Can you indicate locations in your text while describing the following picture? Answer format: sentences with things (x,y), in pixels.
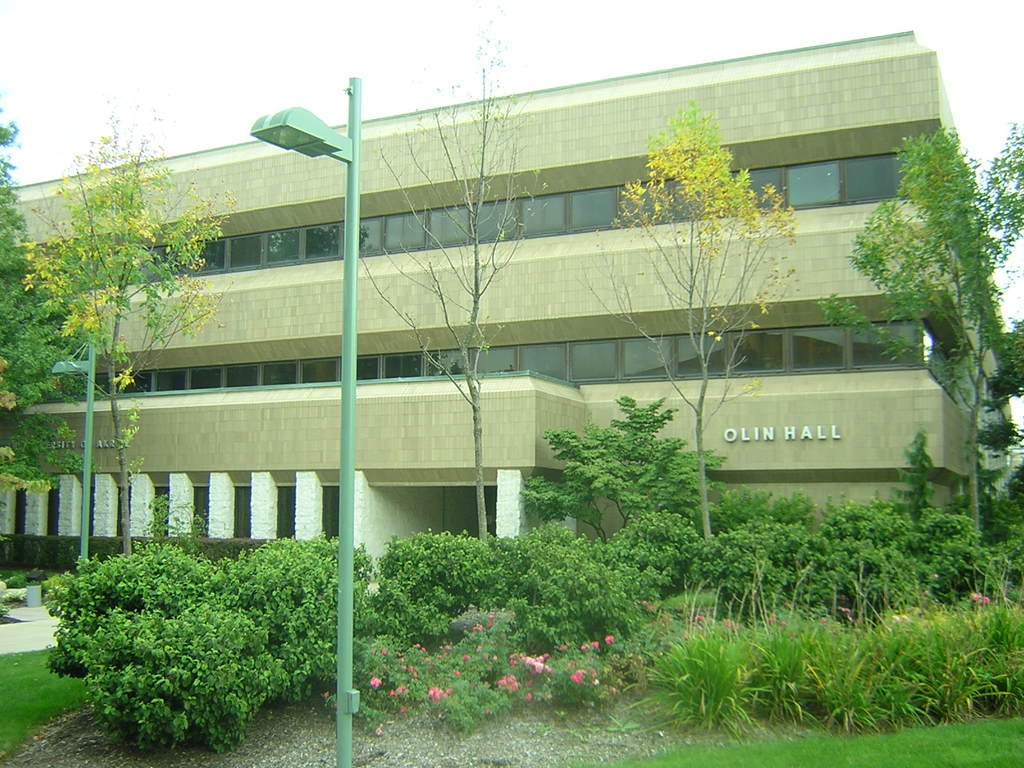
In the picture there is a building (572,311) it has three floors (621,158) and around the building (474,519) there are many trees (126,382) and plants (643,666), in front of the plants (407,580) there is a pole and a light (299,144) is fixed to the pole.
